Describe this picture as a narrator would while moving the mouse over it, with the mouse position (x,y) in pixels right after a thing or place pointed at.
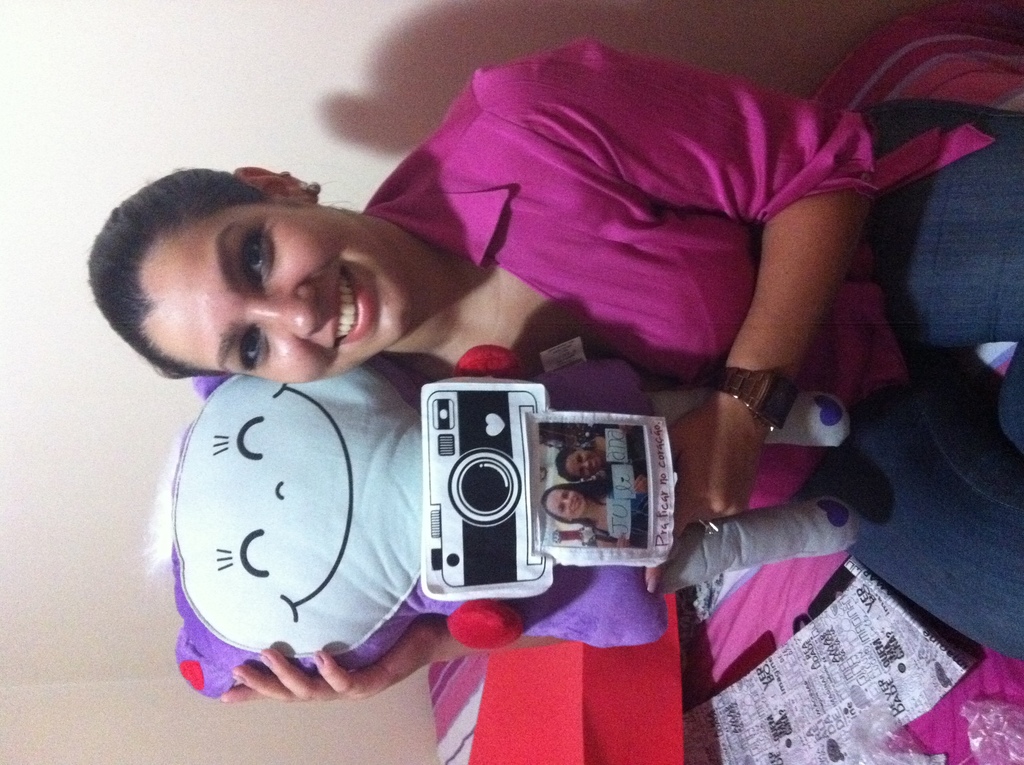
This picture is in leftward direction. In the center (540,424), there is a woman (174,230) holding a toy (409,426) and a picture (618,519). She is wearing a purple shirt (685,258) and blue jeans (831,459). Behind her, there is a wall (256,723).
